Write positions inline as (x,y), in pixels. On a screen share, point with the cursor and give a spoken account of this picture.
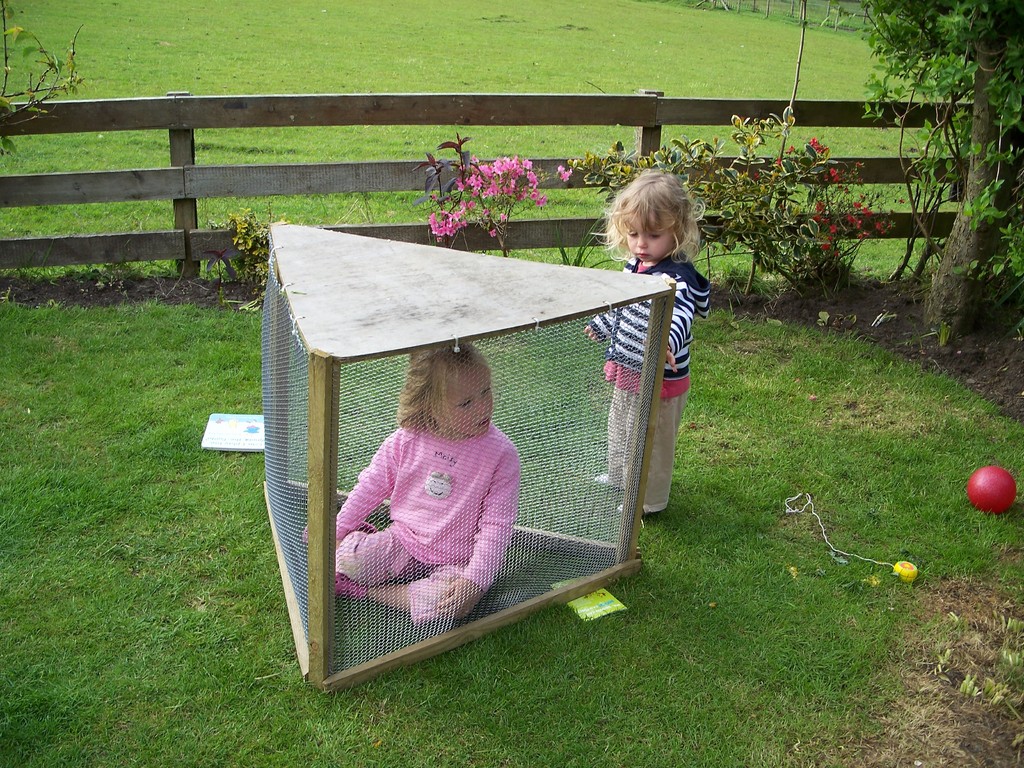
In this picture, it looks like a cage (314,431) with the mesh (299,429) and in the cage (349,388) a kid (380,549) is sitting on the grass (404,569). Behind the cage (525,332), there is another kid (671,333) is standing a ball (995,489) and some toys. Behind the kids (612,251) there are plants (702,195), trees (980,54) and the wooden fence (99,195).
